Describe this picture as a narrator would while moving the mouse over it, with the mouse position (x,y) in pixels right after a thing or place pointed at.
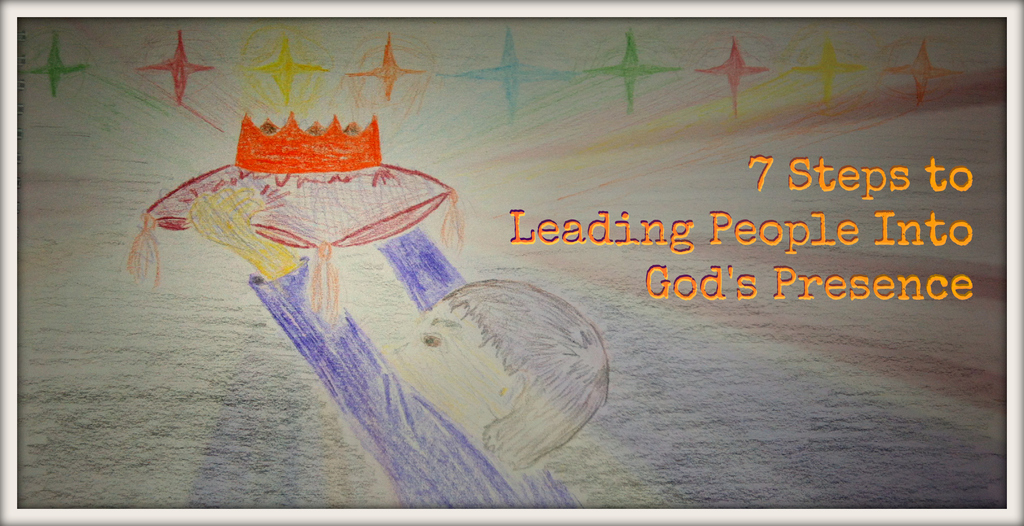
In this picture we can see a colorful drawing (554,312) with a kid (410,345) holding a crown (263,157) on the pillow (351,196). This picture has something written on it.
